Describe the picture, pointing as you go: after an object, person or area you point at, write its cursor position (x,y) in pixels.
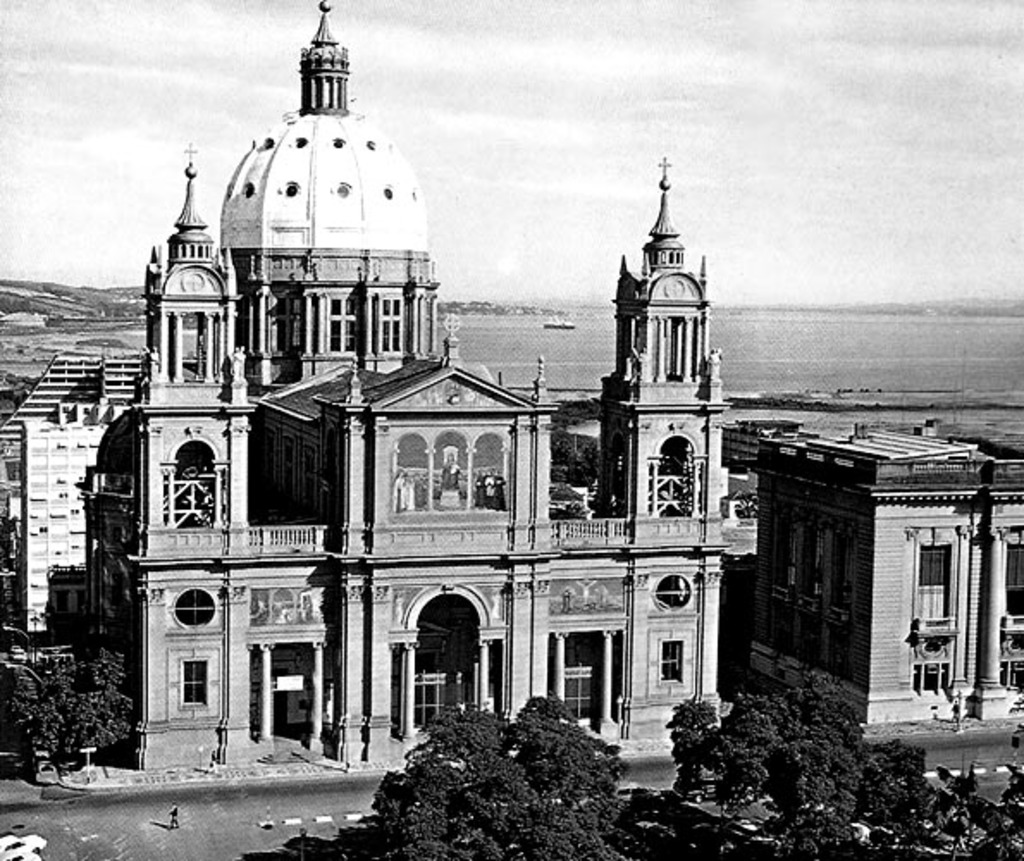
In this image at the bottom (924,848) we can see some trees (489,735), and there is a road (59,852), in the middle (524,528) we can see some building (956,475).
